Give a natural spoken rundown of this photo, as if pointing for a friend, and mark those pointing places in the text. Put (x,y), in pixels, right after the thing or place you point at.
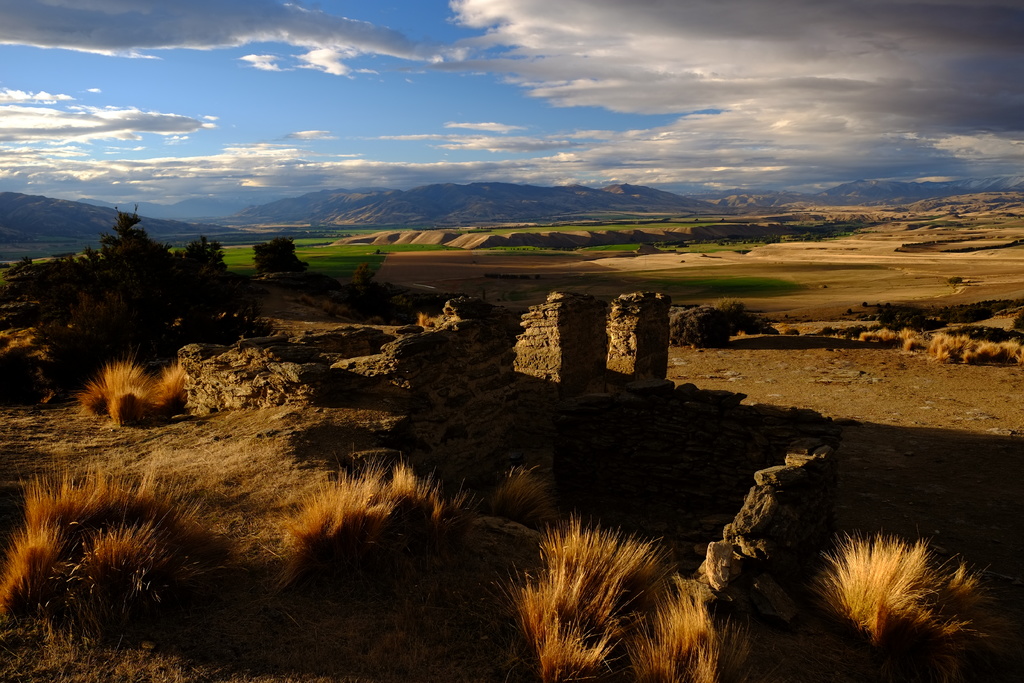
In this image, we can see the ground (794,324). We can also see some grass (245,545), plants (161,528). There are a few hills (82,228). We can also see some walls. We can also see the sky (219,178) with clouds (748,66).
